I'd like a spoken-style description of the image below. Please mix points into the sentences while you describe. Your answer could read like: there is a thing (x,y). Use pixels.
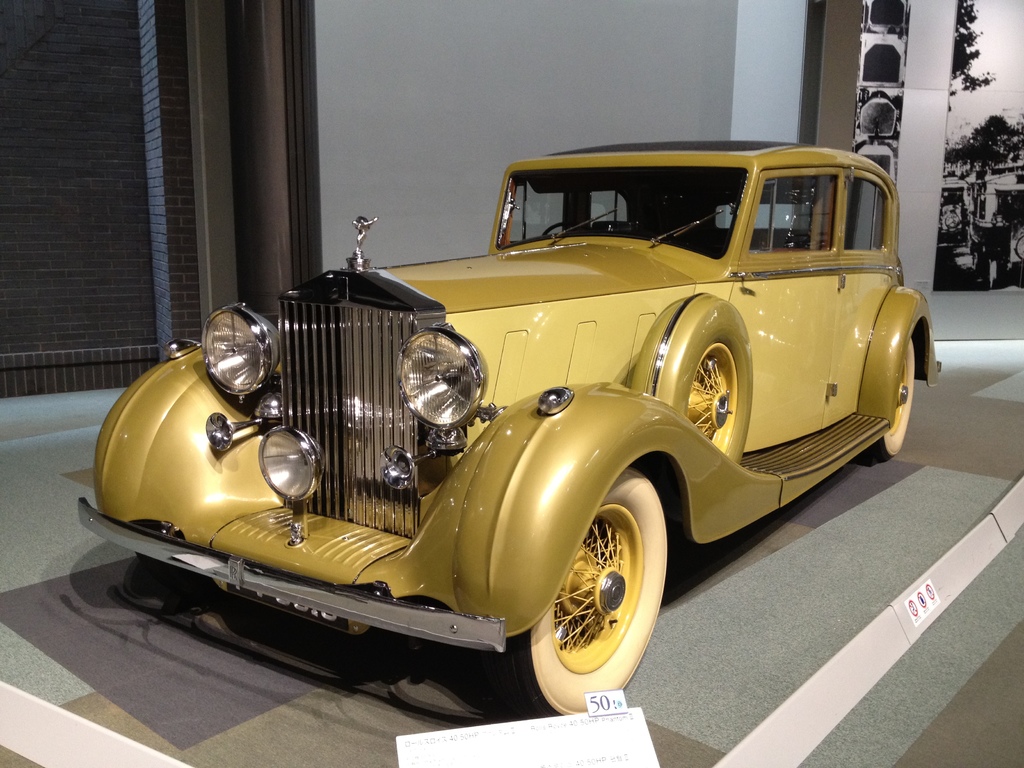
This image consists of a vintage car (581,539). It is in golden color. At the bottom (874,522), there is a floor (345,691). On the left (34,288), we can see a wall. At the bottom (724,616), there is a floor (755,579). On the right (883,115), we can see a poster (951,261).
